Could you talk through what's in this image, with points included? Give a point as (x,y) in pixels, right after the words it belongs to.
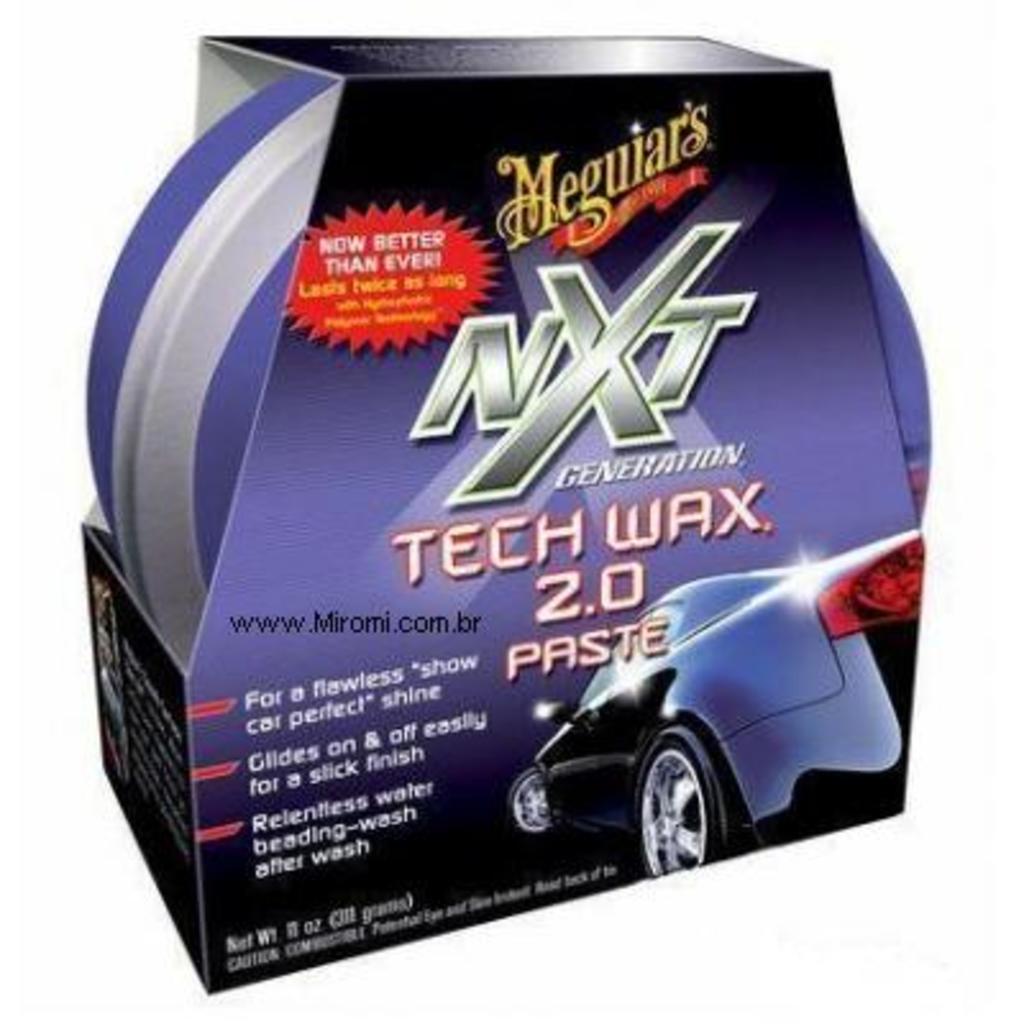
In this image I can see a box (471,386) contain an object (198,251) and on the box (418,557) I can see the text (484,383) and image of a car (773,689).
